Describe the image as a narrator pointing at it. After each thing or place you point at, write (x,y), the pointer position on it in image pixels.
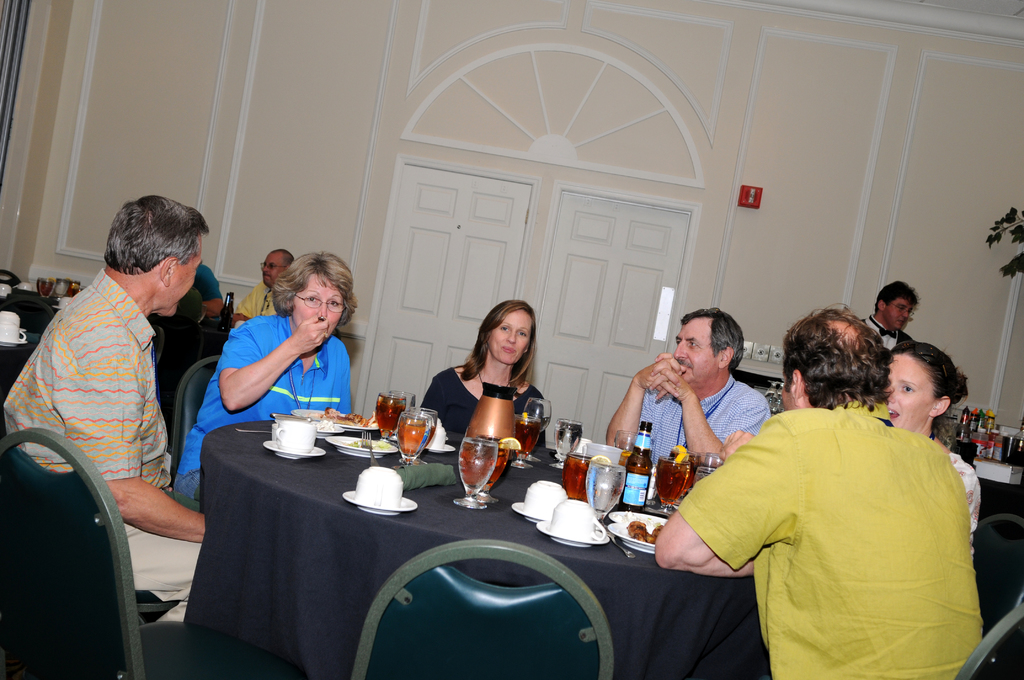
I think this picture is clicked in a restaurant (541,86). There are group of people (168,478) sitting around a table (682,674) and having food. On the table (530,522) there are some glasses (421,448), bowls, cup (365,496) and saucers (293,452) and a jar (483,385). Towards the right (987,484) there is a table (1001,483) and some jars (962,423) on it and a plant (1022,268). In the background (267,188) there is a door (505,183) and a wall (402,80).
